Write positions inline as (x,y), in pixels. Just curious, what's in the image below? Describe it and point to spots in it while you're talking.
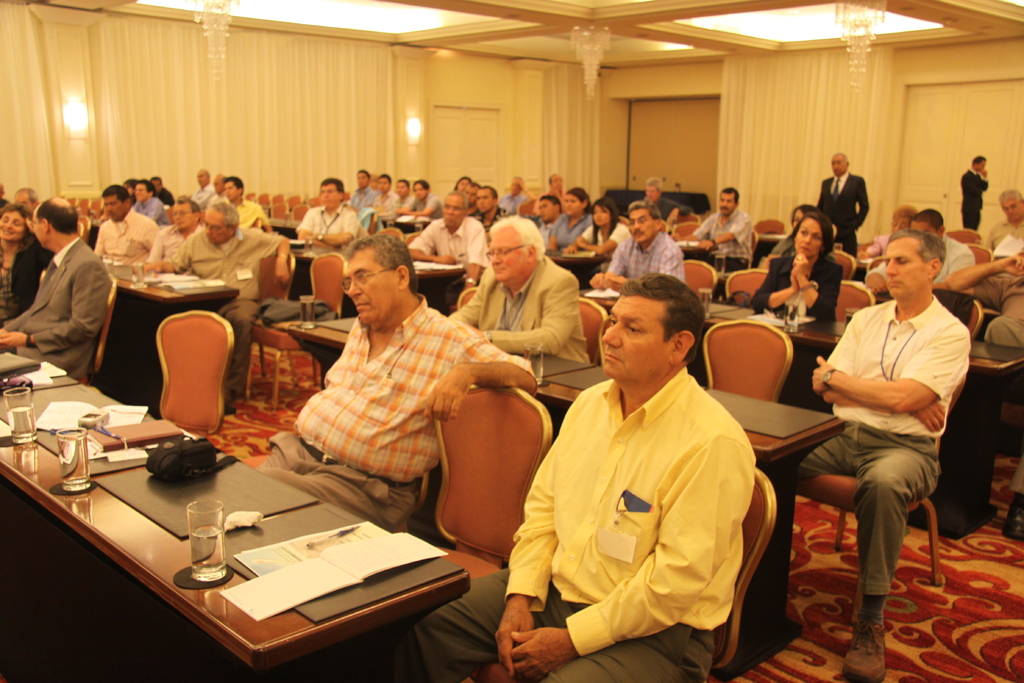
In this image we can see a group of people (237,366) are sitting on the chair (167,415), and in front (185,536) here is the table (308,521) and some papers (298,552) and glasses (198,523) and some objects (168,429) on it, and here is the wall (396,139), and here are the lights (587,37).
